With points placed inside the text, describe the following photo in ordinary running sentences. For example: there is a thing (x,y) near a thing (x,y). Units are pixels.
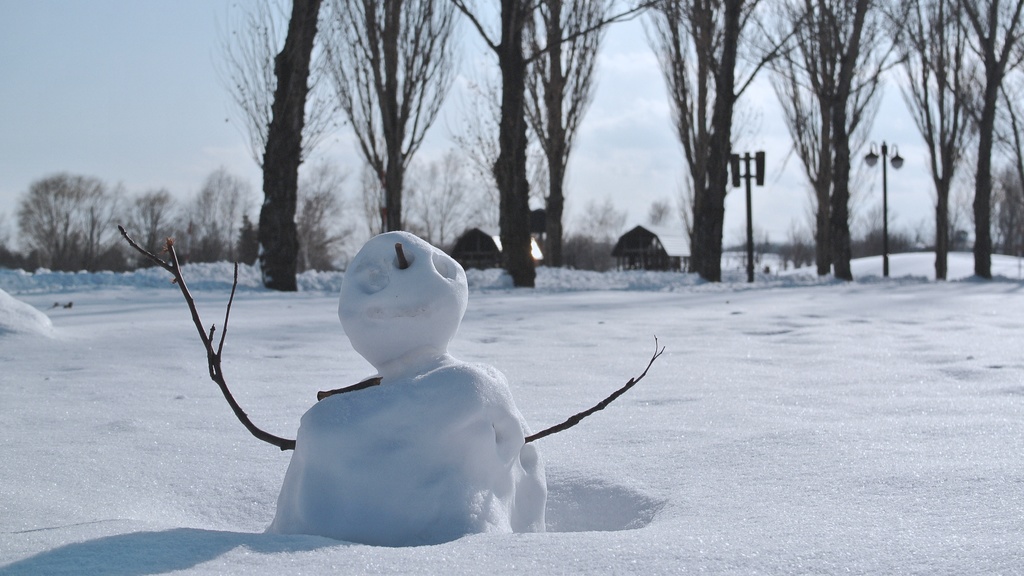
In this image, I can see a snowman (300,471). This is the snow (734,376). These are the trees (517,195). In the background (500,255), I can see the small houses (660,246). I think this is a light pole (887,250). I can see the sky (167,84).
